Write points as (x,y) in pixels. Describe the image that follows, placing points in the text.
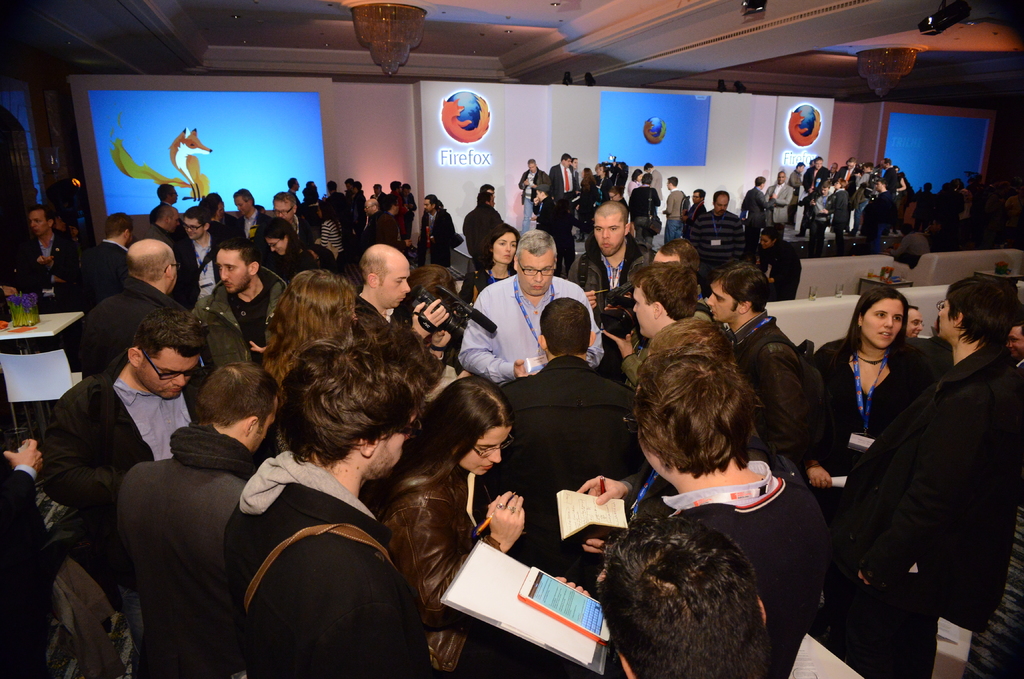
This is an inside view. Here I can see a crowd of people (446,286) standing on the floor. At the bottom (536,628) two persons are holding papers (514,614) and pens (485,518) in their hands (496,501) and one person (443,312) is holding a camera (456,324) in the hands (423,318) and capturing. On the left side (51,325) there is a table (52,325) on which a flower vase (22,315) is placed. Beside there is a chair (42,366). On the right side (850,313) there are two couches (828,287). In the background (673,142) screens (287,131) are attached to the wall (355,127).
